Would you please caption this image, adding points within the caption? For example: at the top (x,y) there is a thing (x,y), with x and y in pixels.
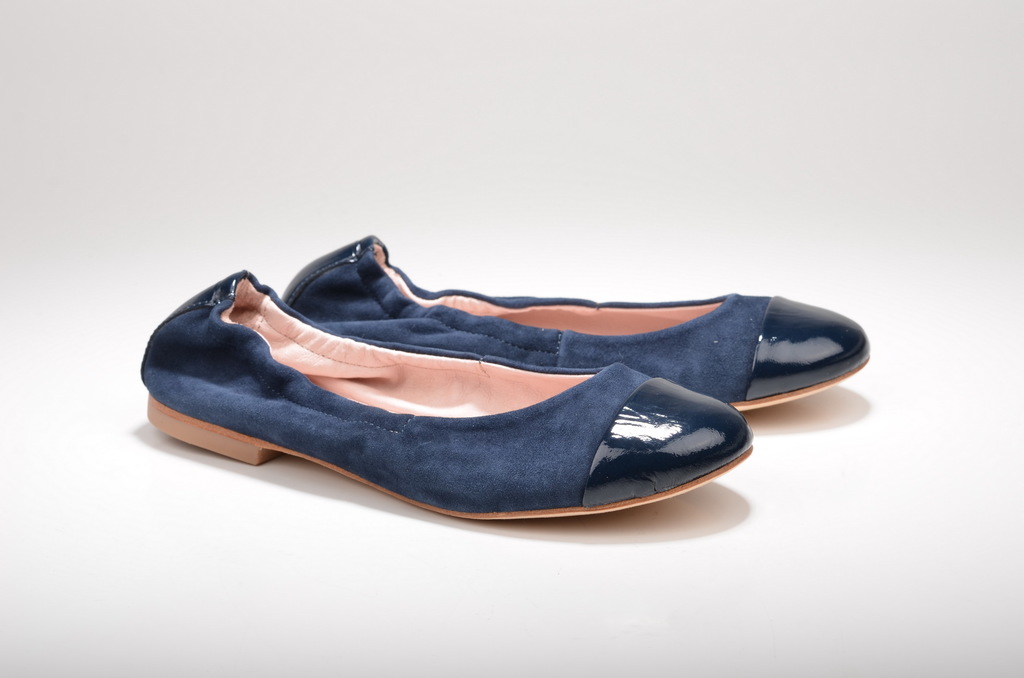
In this picture I can observe footwear (585,320) which is in blue and black color. The background (426,141) is in white color.
